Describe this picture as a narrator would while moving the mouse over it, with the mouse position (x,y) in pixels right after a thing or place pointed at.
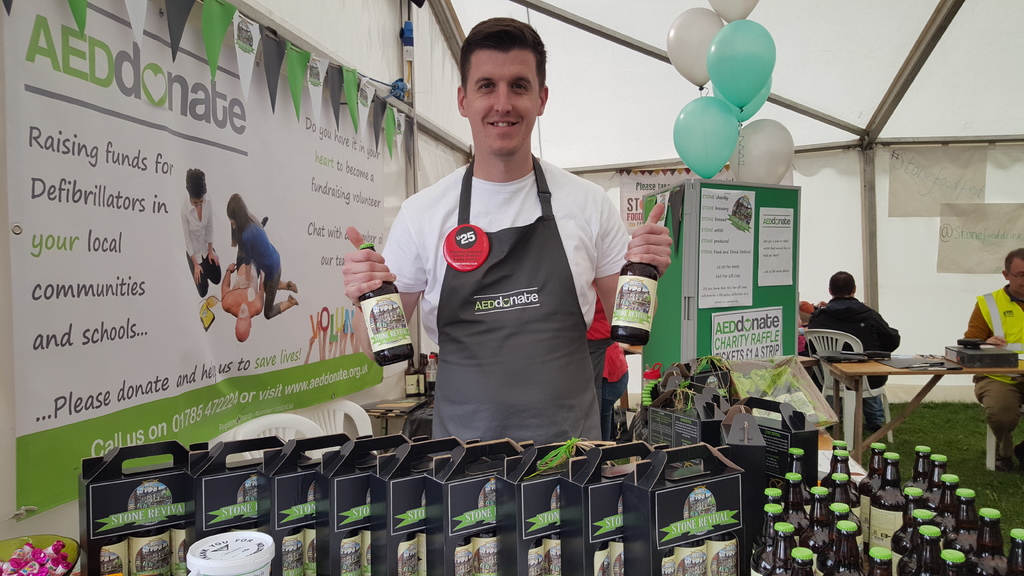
In this image there is a man (491,292) standing and holding 2 bottles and in back ground (727,326) there are cardboard boxes (691,472), bottles (799,461) in table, hoarding (777,289), balloons (713,156), tent (646,67), banner (222,60).
